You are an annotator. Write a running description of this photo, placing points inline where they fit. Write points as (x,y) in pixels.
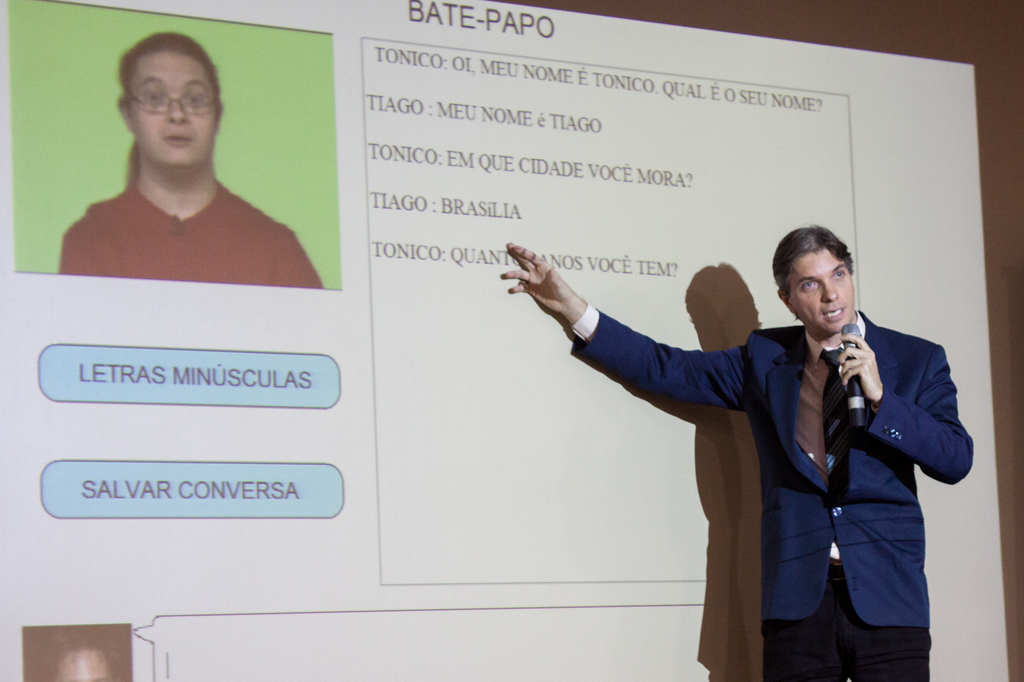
In this image in front there is a person (930,358) holding the mike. Beside him there is a screen (358,349) with picture (297,203) and text (571,120) on it.
